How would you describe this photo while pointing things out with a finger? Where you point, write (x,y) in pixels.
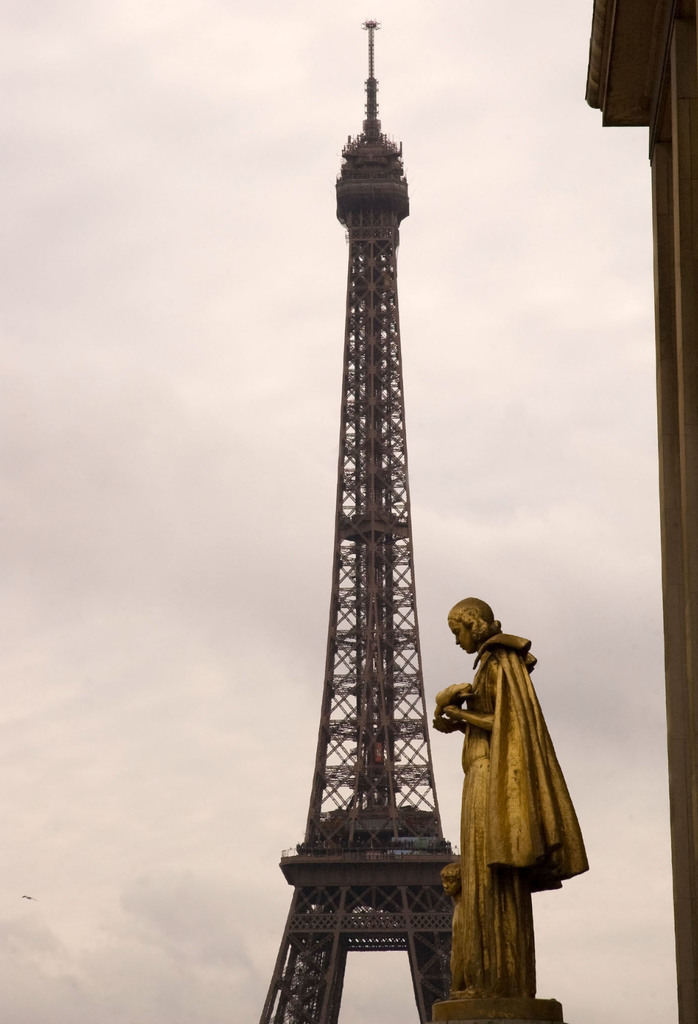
In this picture we can see a statue (541,878) in the front (503,852), in the background (423,739) there is a tower (355,618), we can see the sky (170,204) at the top of the picture (130,181).
